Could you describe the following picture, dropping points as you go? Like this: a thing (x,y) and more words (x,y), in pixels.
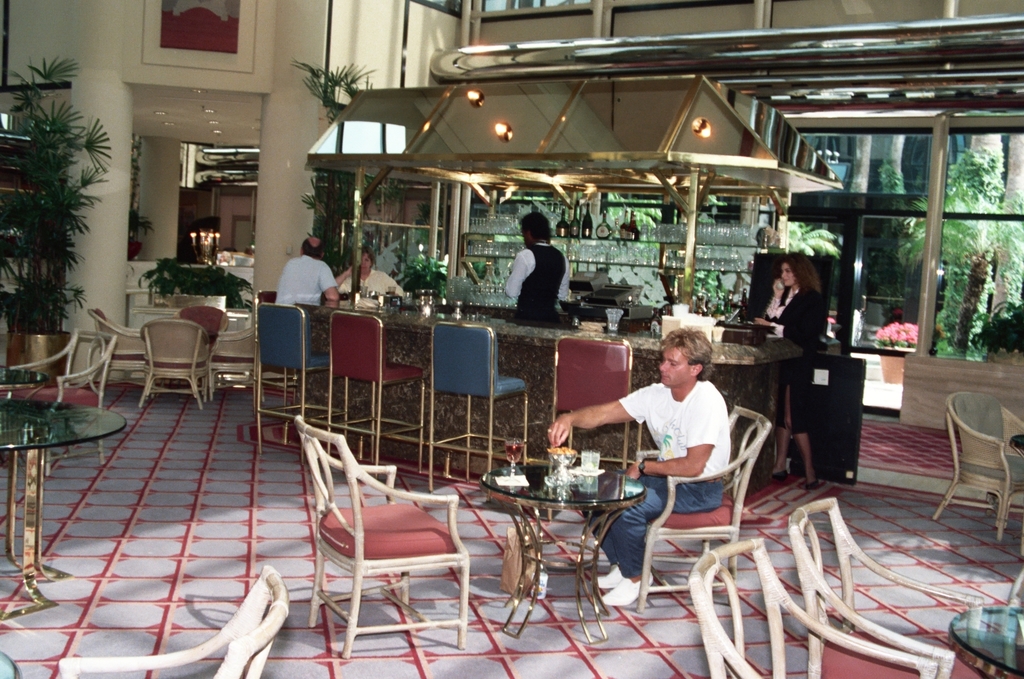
This person (660,390) is sitting on a chair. In-front of this person (659,473) there is a table (518,495), on a table (587,502) there is a glass (586,457). Far this person (530,285) is standing. This woman (807,331) is also standing. This is a rack (710,238) with bottles (633,236) and glasses (712,238). These are plants (334,222). Outside of this glass door (991,216) there are trees (949,228) and plants (908,337) with flowers (891,335). Far there are candles (210,246) with fire (211,233).
